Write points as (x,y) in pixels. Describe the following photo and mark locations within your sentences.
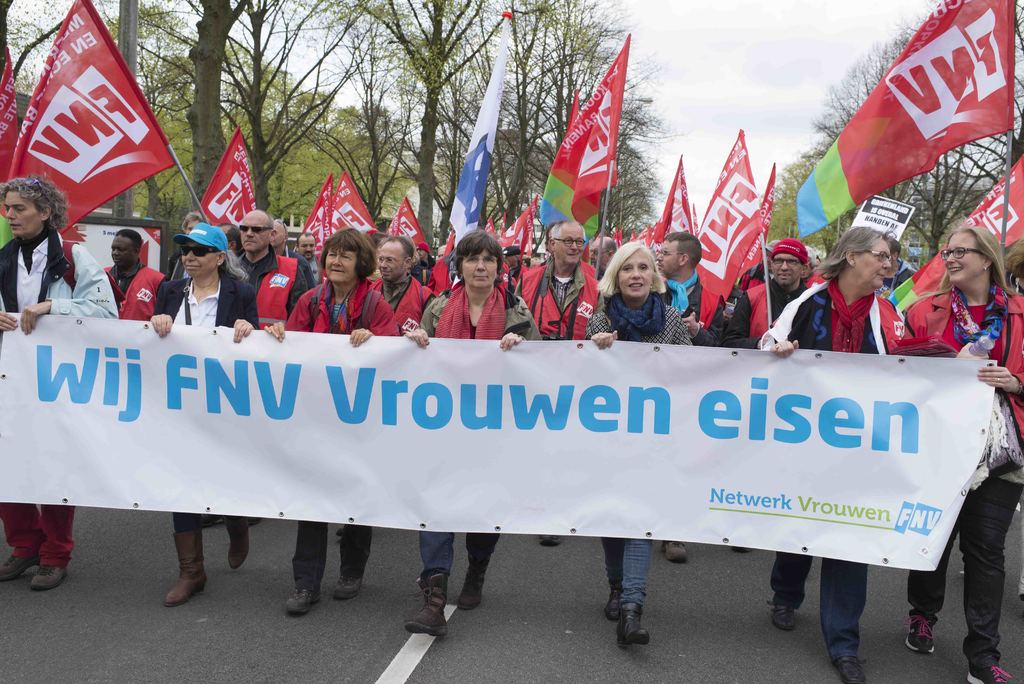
In this picture, we can see a group of people (233,293), few people (246,293) are holding an hoarding (342,379) and walking on the road (1007,605) and few people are holding the flags (922,266) in their hands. In the background (519,70), we can see some trees (519,70) and poles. On the top (739,85), we can see a sky (687,64), at the bottom (476,641) there is a road (476,627).
